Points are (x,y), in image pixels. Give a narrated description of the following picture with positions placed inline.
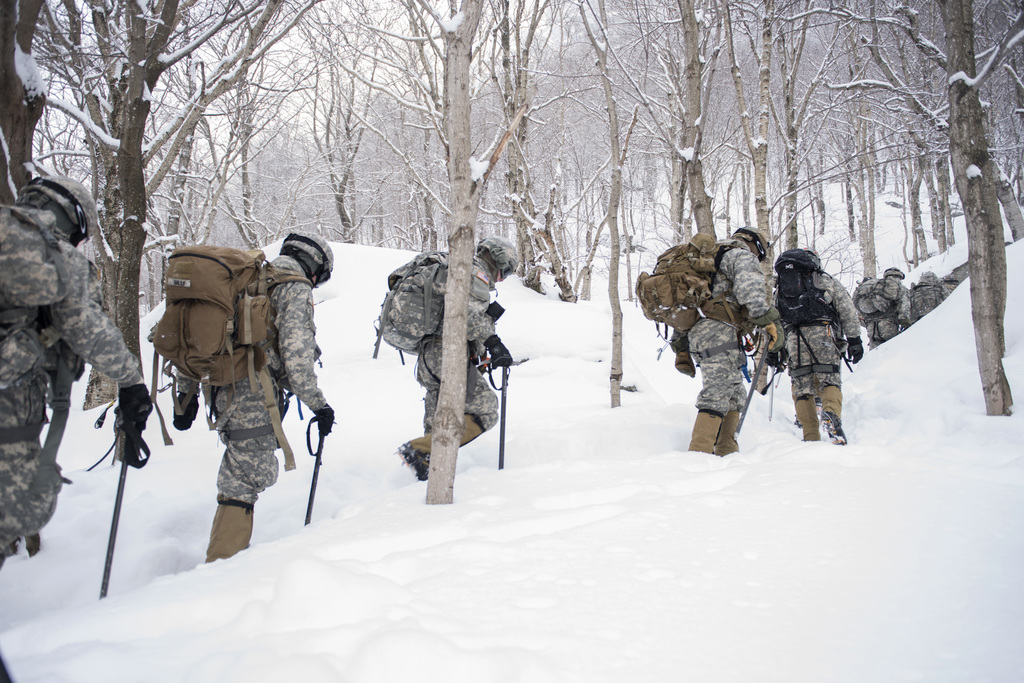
There are people (694,326) walking and wore bags (673,269), helmets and gloves (189,409) and These people (189,409) are holding sticks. We can see snow (671,527) and trees (562,187).
